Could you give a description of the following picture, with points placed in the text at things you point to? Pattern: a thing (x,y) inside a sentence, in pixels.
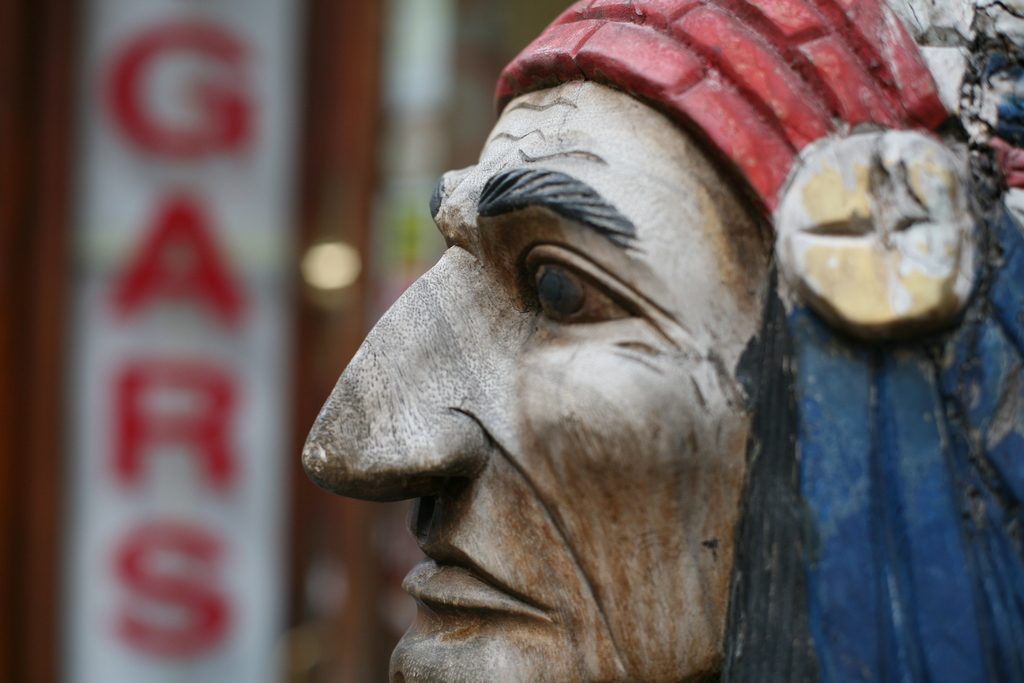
In this image in the front (556,331) there is a sculpture (623,384). In the background (197,311) there is a board (190,242) with some text (190,242) written on it.
